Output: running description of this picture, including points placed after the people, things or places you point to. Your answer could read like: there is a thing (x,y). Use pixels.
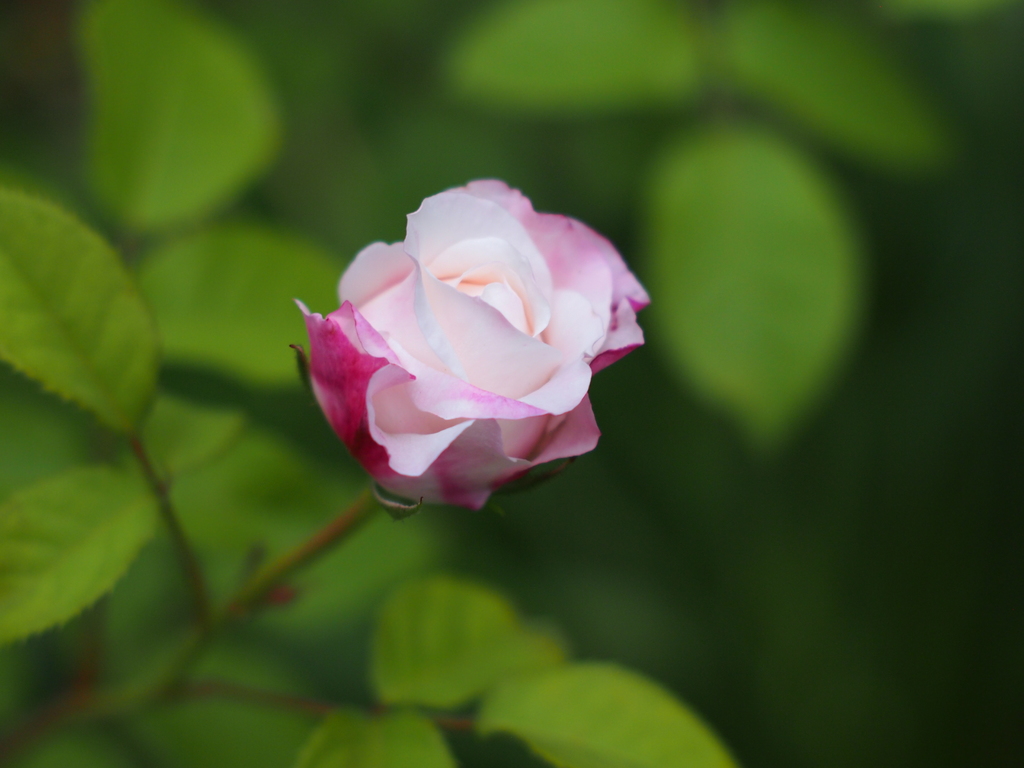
In this picture I can see a rose plant (453,470) and I can see leaves (573,741).
